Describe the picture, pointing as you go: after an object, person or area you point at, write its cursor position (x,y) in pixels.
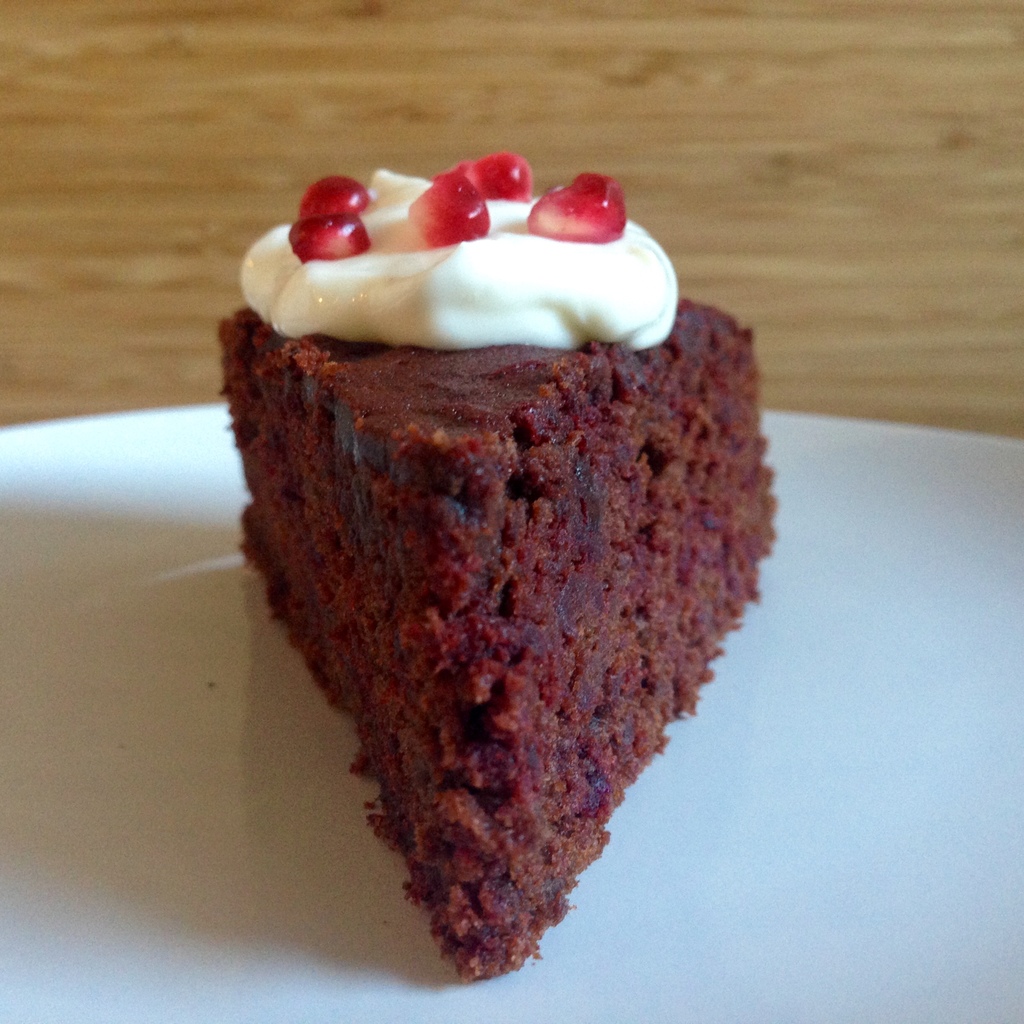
In this image we can see a cake (664,611) on a plate (893,469).
